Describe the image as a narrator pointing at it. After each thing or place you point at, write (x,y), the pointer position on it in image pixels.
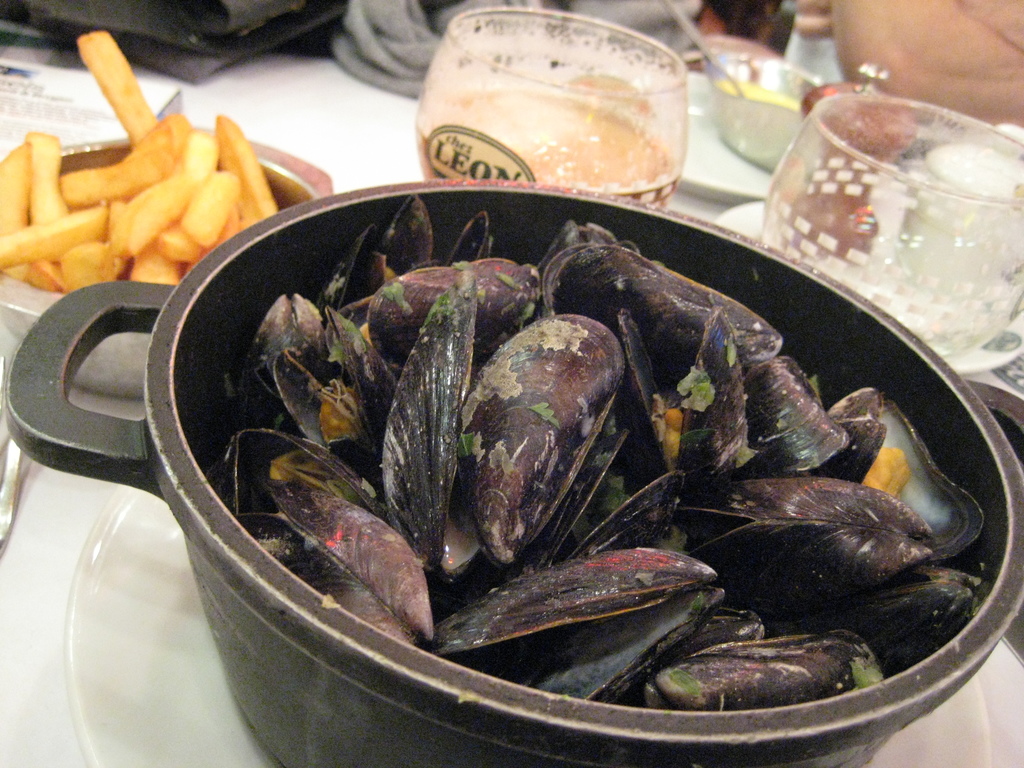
In this image, we can see a bowl (316,600) contains some sea shells (834,433). There is an another bowl (15,280) on the left side of the image (146,138) contains some food (174,230). There are glasses (643,150) in the top right of the image (903,143).
